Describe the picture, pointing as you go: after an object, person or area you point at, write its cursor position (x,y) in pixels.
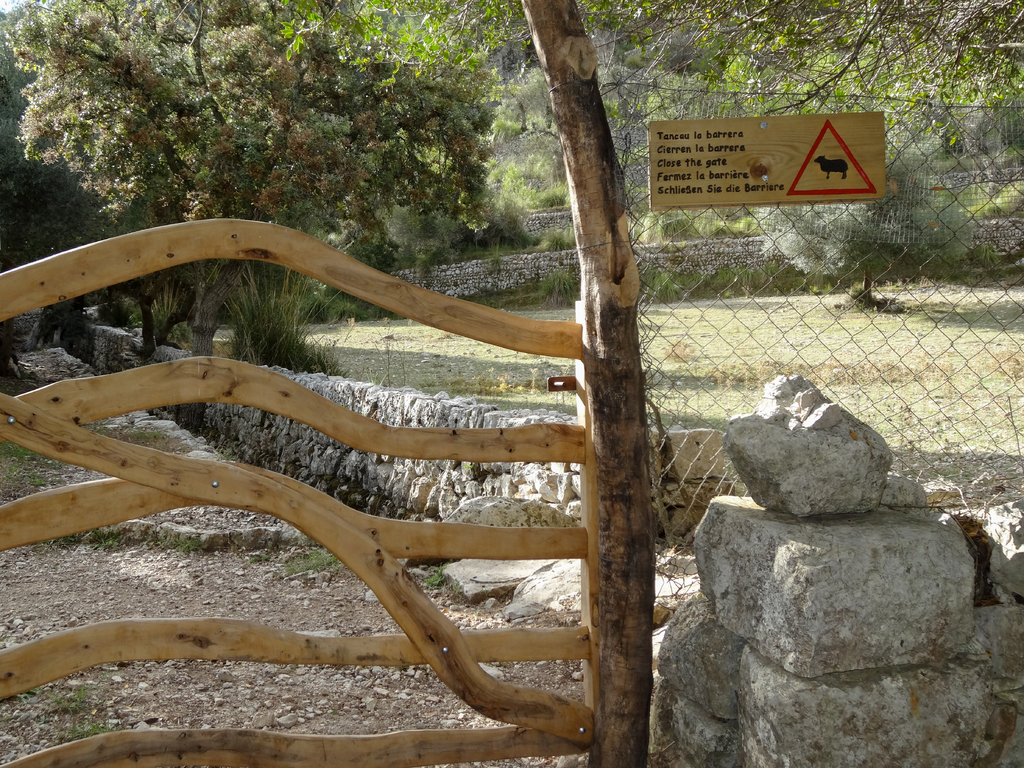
In the center of the image (577,345) there is a wooden gate (505,435). In the background of the image (428,159) there are trees (399,159). There is a fencing (683,474). To the right side of the image (815,198) there is a board (840,198). There are stones (733,590).
